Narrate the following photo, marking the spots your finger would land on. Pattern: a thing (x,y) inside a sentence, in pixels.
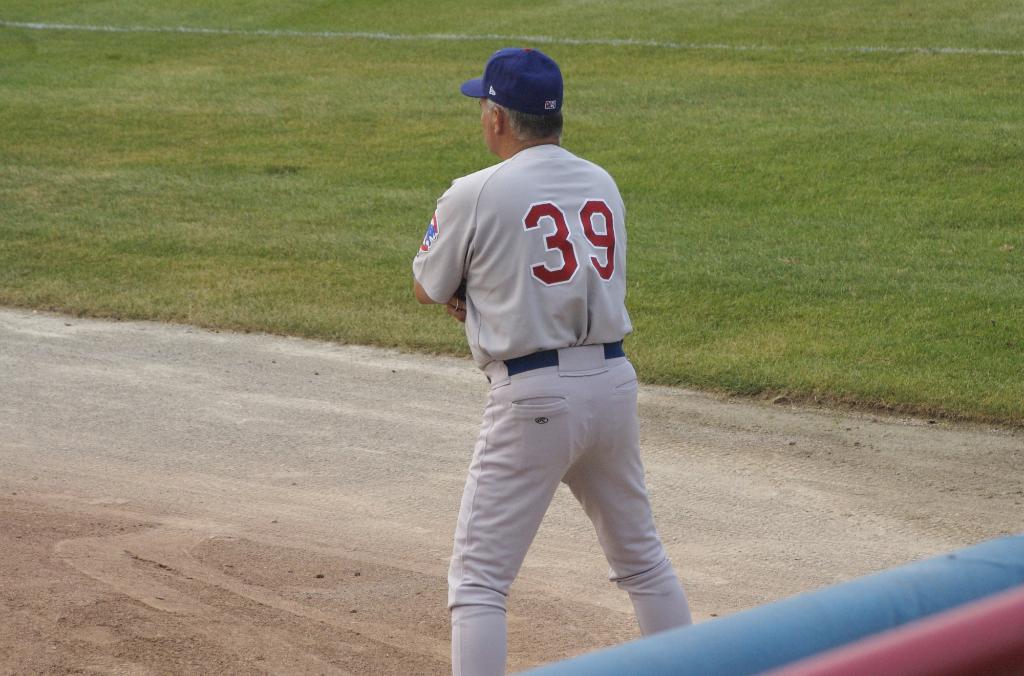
In this picture I can see there is a man (525,228) standing and he is wearing a shirt (522,279), cap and a pant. In the backdrop (776,385) there is grass (932,316).
